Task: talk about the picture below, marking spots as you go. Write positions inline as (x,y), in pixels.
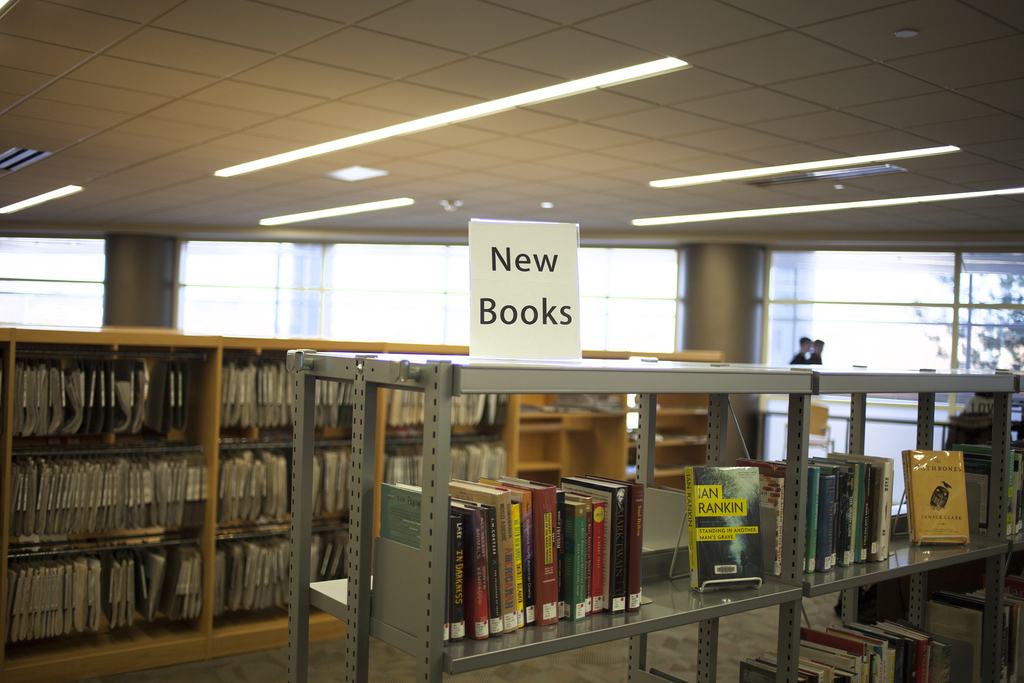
In this picture we can see few lights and books (841,474) in the racks (889,558), in the background (993,331) we can find few trees (995,318).
